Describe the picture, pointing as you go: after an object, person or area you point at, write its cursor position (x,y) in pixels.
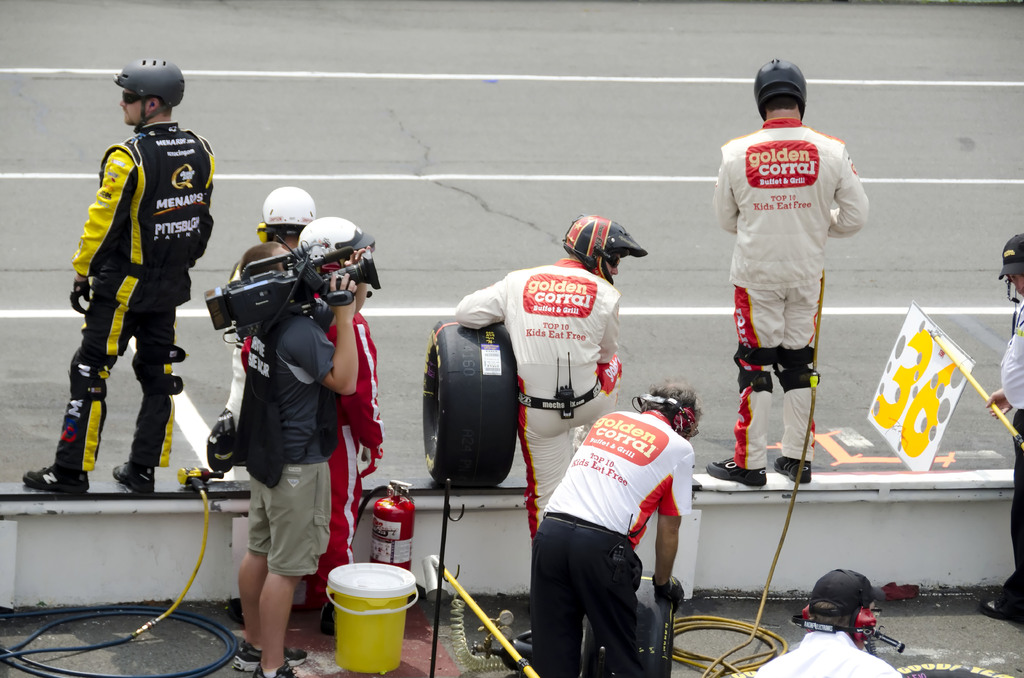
In the background (653,12) we can see the road (302,34). In this picture we can see people (1002,271). We can see men (729,161) wearing helmets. On the right side of the picture (1012,589) we can see a person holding a stick (1010,426) and we can see a board (910,341). On the left side of the picture (291,652) we can see a person (350,369) standing and holding a camera (353,275). In this picture we can see few objects (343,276) and a bucket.
